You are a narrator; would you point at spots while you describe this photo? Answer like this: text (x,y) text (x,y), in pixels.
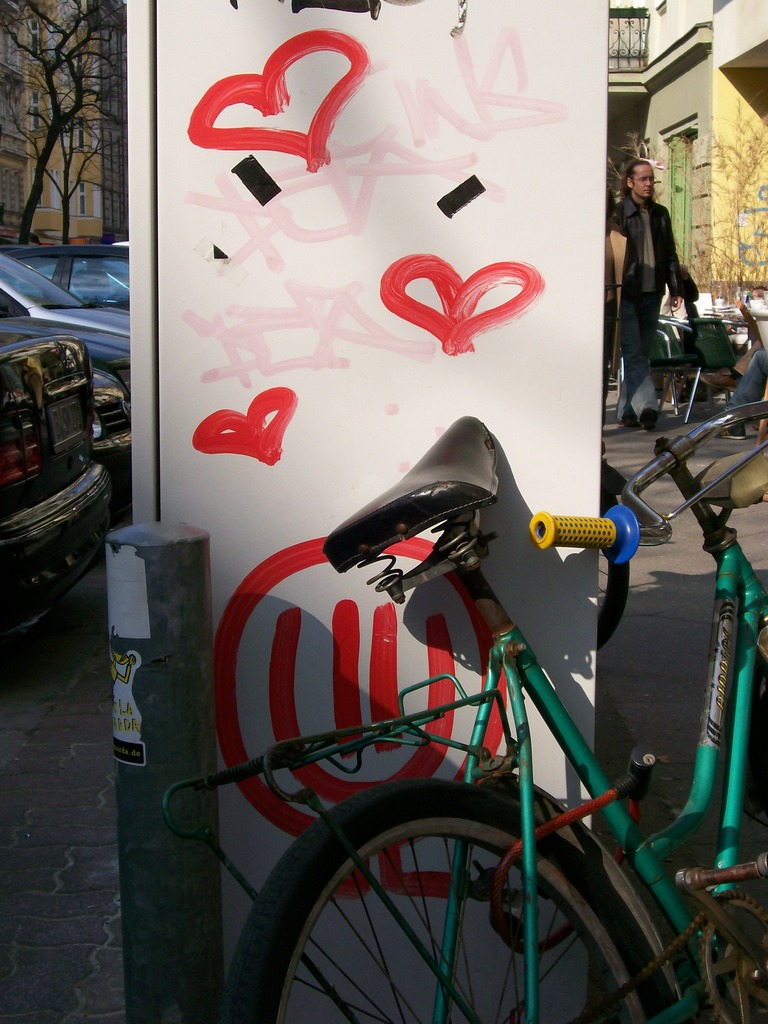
In this picture we can see poster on a pole (168,596), bicycle (463,801), board (232,423), vehicles (19,456), chairs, trees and objects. In the background of the image (3,145) we can see buildings (617,139).
